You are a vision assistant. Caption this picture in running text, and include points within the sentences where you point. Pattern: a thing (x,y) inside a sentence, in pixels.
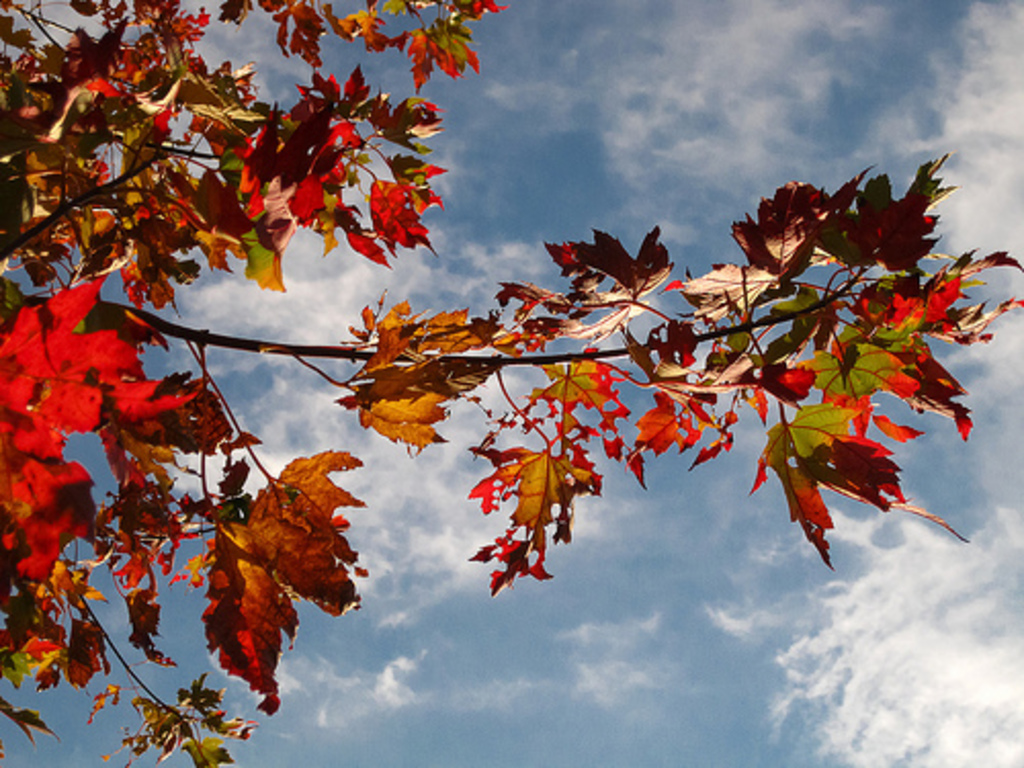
In the image there are branches (515,362) with leaves (53,63). Behind them there is sky (918,475) with clouds (378,573).
